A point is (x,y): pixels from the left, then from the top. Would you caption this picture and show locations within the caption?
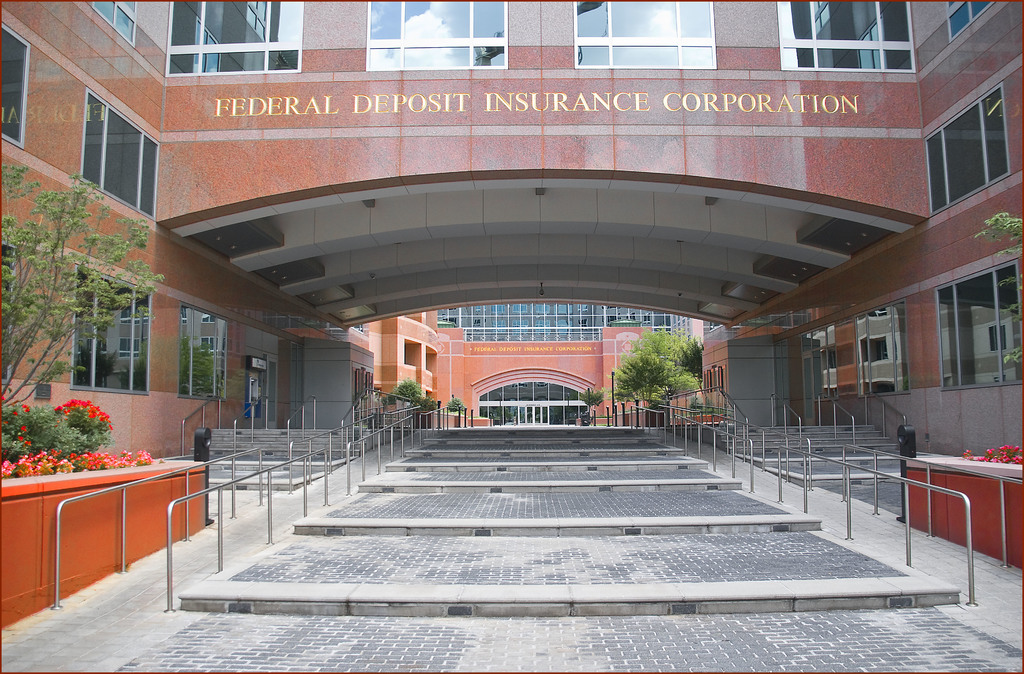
In this image I can see the ground (568,619), few stairs (530,534), the railing (359,433), few trees (16,346) which are green in color, few flowers (65,407) which are red and orange in color and the building (506,158) which is brown and white in color. I can see few windows (391,49) of the building (370,35) on which I can see the reflection (385,29) of the sky (453,6).
